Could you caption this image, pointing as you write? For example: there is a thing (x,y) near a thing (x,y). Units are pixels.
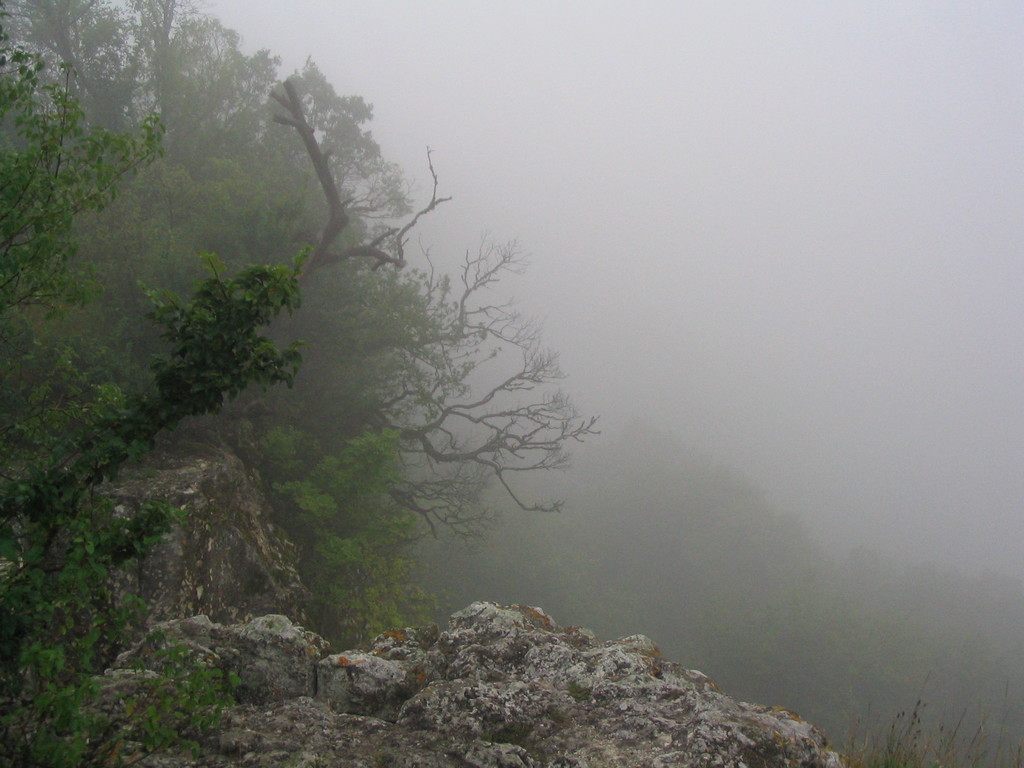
In the foreground of this image (479,700), there is a rock (535,703) and few trees (290,439) on the left (262,316). In the background (692,240), there are few trees (786,571) and the foggy sky (744,241).
